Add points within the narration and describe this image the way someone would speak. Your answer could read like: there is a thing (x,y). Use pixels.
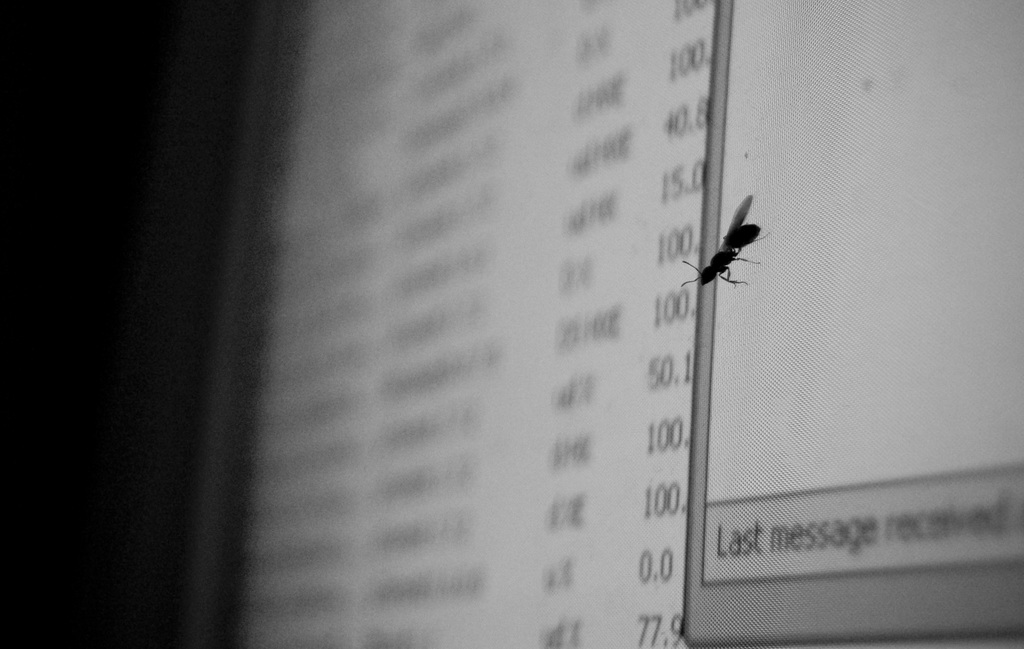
In this image we can see a screen (521,248) and there is an insect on the screen (721,550).
